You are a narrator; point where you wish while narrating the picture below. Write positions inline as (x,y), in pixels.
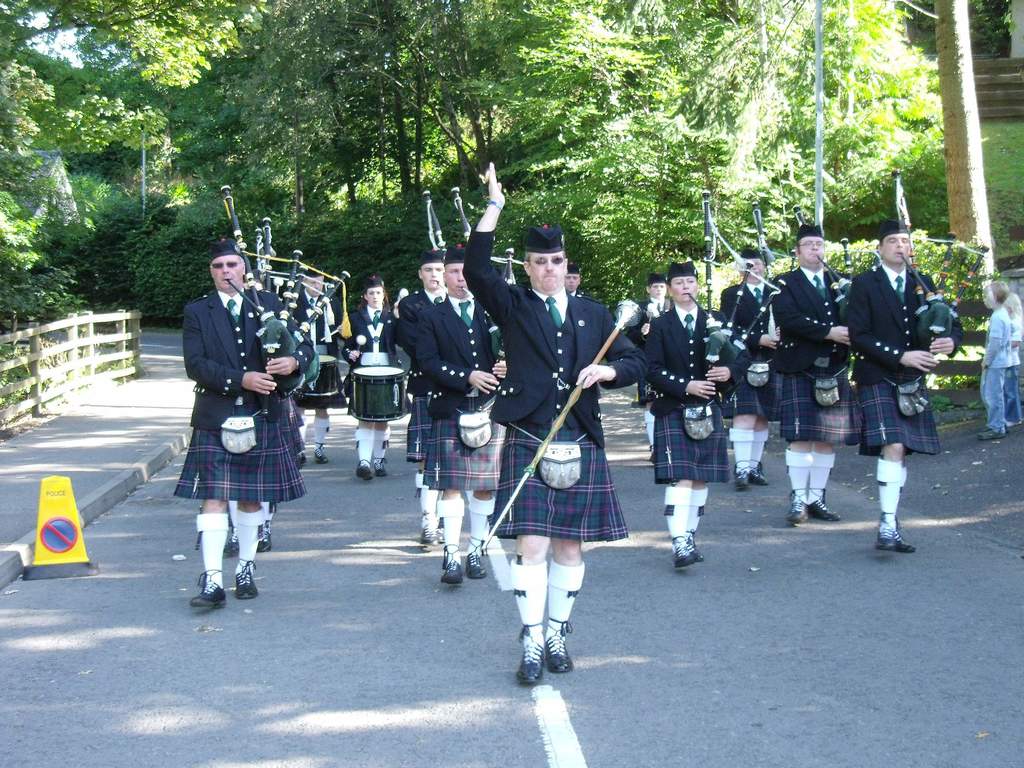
In this picture there are group of people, those who are performing the parade in a different queues (552,495) there are trees (164,11) around the area of the image and there are two children (1008,301) those who are standing at the right side of the image (1014,350), and the whole group (741,418) is in a same dress code (791,311) there are stairs (979,98) at the top right side of the image (984,85).
